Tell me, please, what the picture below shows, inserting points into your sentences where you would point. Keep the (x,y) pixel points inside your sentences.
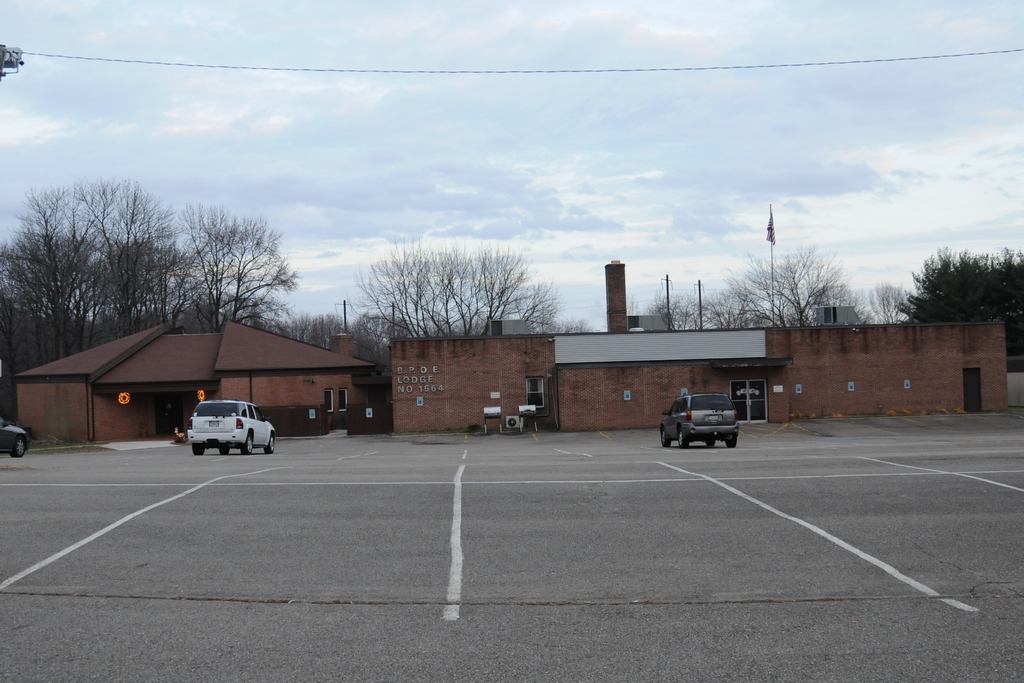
In a given image I can see a shed (411,398), vehicles (245,446), poles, flag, trees (523,284) and in the background (456,136) I can see the sky (402,176).
